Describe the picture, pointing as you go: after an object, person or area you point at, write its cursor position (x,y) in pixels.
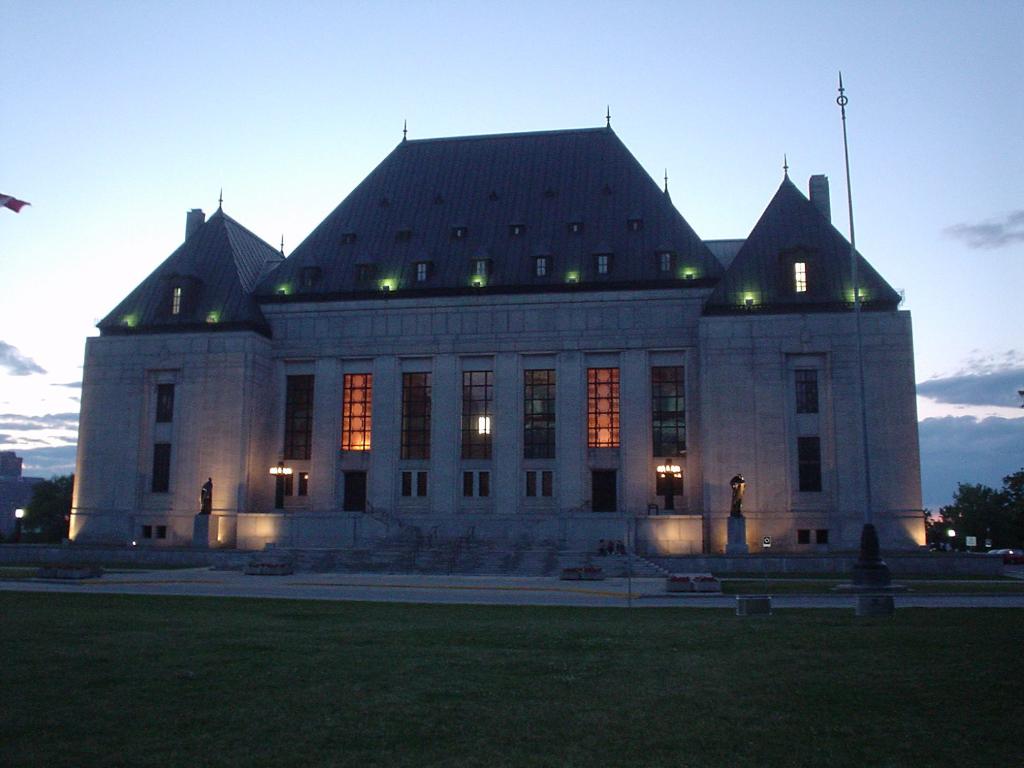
In the center of the image (518,347) there is a building (486,464). In front of the building (387,513) there are statues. There are lights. In front of the image there is grass (613,687) on the surface (545,626). There is a pole (867,462). In the background of the image (970,514) there are trees (975,501) and sky (231,190).
